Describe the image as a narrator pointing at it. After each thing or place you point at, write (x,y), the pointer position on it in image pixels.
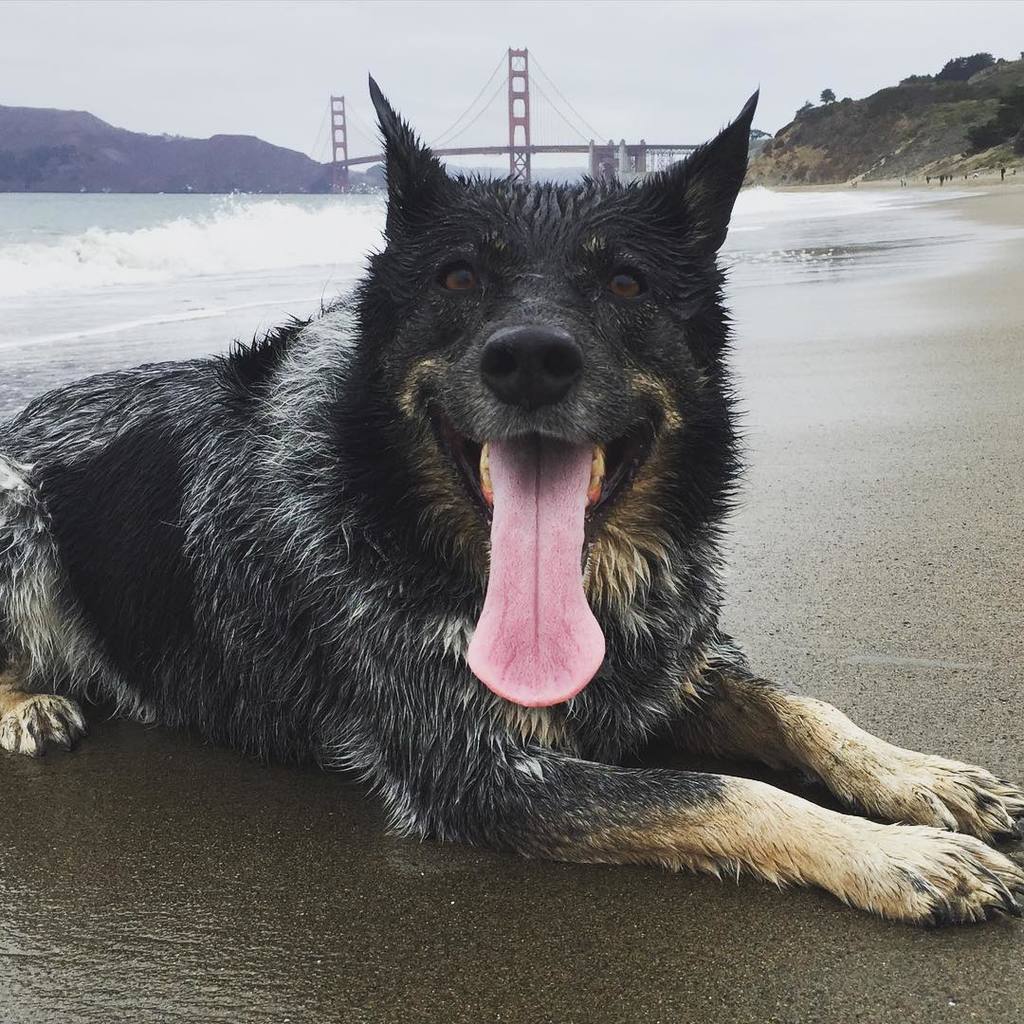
In this image I can see an open ground (748,482) and on it I can see a black colour dog (519,273). In the background (196,334) I can see water (361,232), mountains (9,156), the sky (491,108) and a bridge (478,147) over the water (334,194).
